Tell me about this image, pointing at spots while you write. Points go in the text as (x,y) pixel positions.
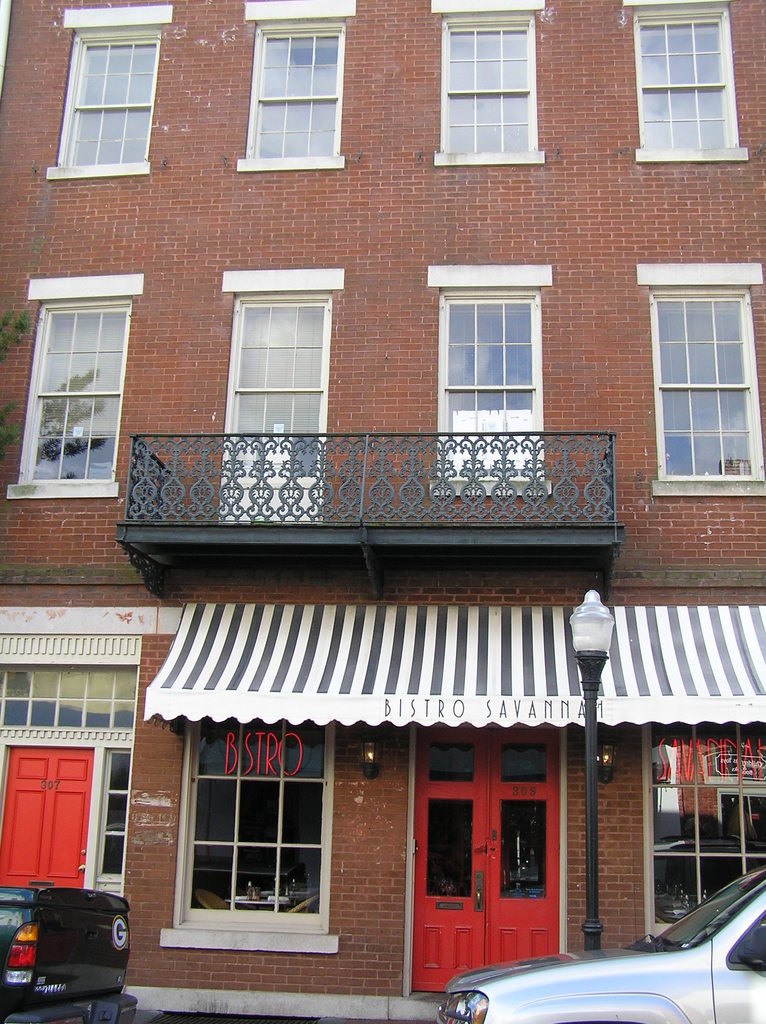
In this image we can see there is a building (352,552), in front of the building (164,939) there are two vehicles (628,953) parked.
